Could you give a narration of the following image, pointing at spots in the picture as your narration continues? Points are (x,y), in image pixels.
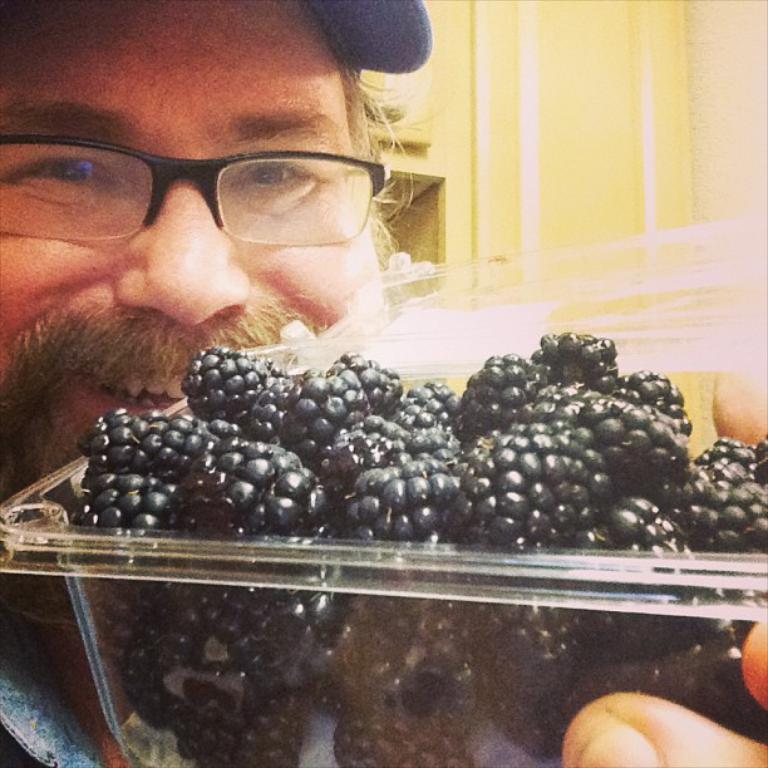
In this image in the front (413,537) there is fruit (465,528) in the container (547,613) and in the background (157,257) there is a person (137,291) holding the container (571,634) and there is a wall (555,120).
